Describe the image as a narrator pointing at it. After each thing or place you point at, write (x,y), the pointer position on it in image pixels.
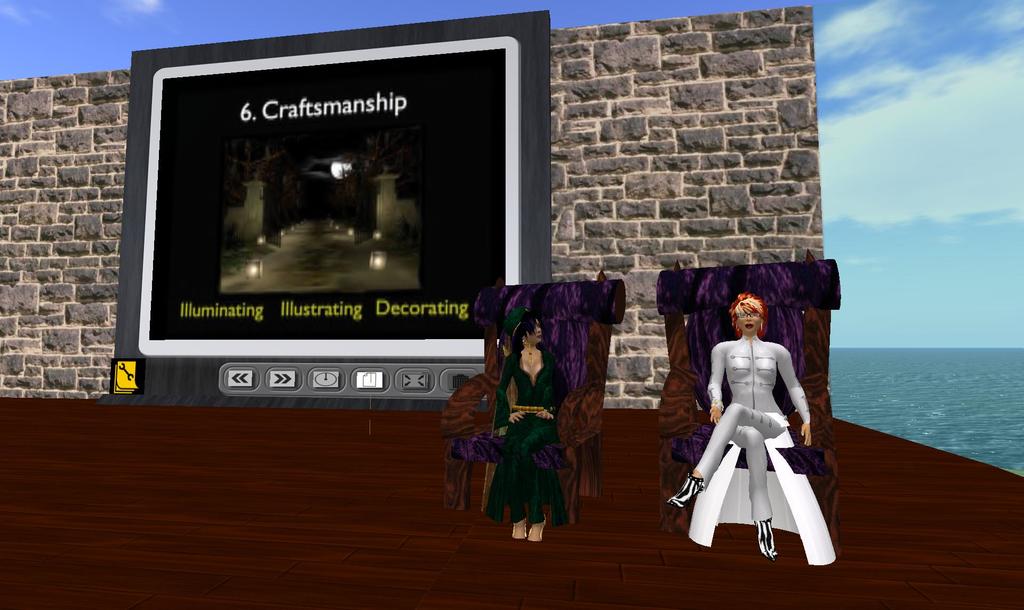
It is a graphical image, in the image we can see two persons (518,355) sitting. Behind them there is wall (70,262), on the wall (70,262) there is a screen (476,126). Behind the wall (809,120) there are some clouds (884,152) in the sky (959,204). In the bottom right corner of the image (851,416) there is water (843,358).
